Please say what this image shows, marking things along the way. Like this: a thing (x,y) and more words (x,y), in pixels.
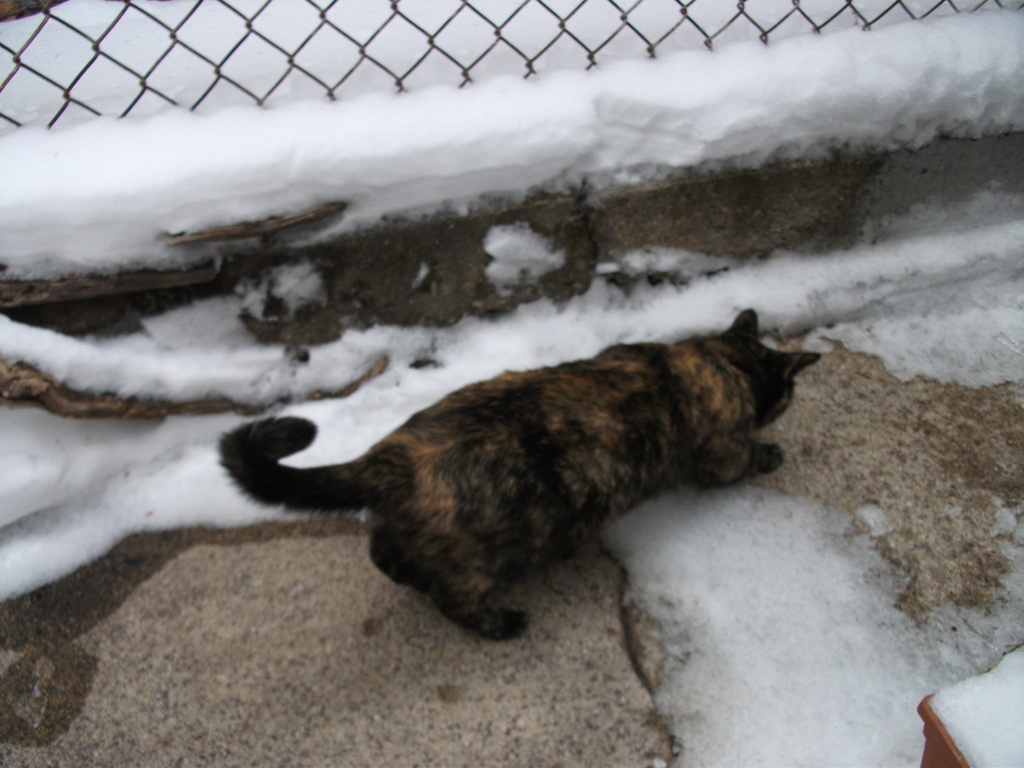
In this image, we can see an animal (545,432). We can see the ground (302,594). We can see some snow (248,61) and a metal object (368,42). We can also see an object (934,754) at the bottom right corner (923,716).
